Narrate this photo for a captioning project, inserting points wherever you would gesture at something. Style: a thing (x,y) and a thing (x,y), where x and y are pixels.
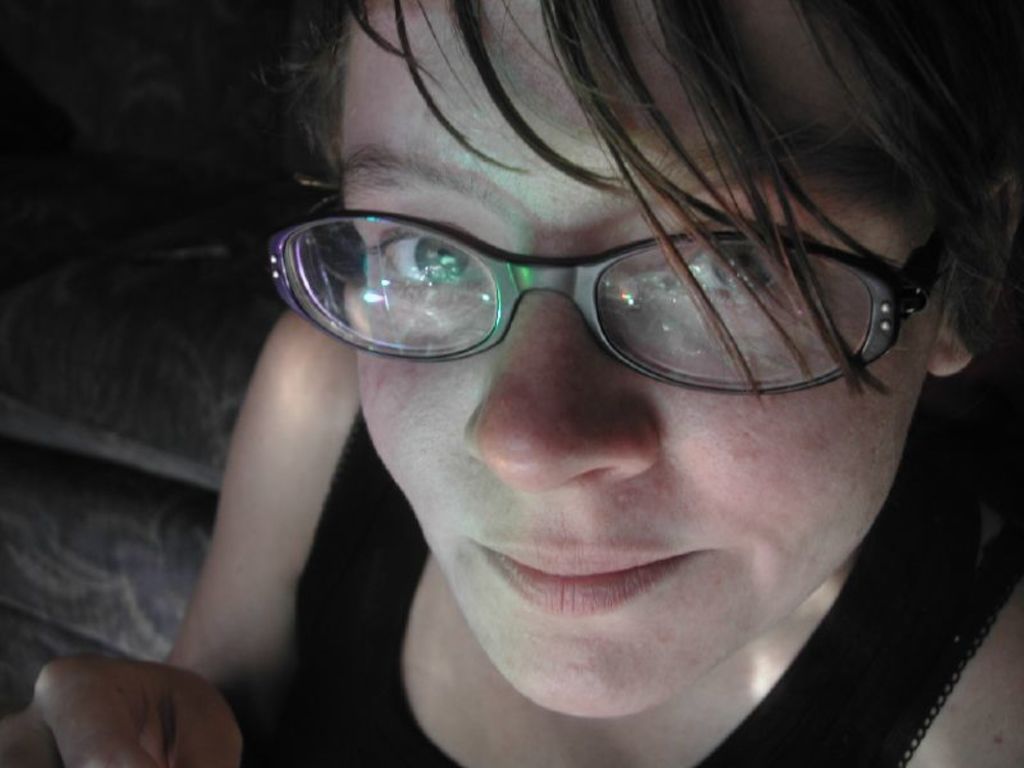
In this image I can see a person (828,660) wearing black dress (390,603) and the person (390,603) is also wearing spectacles (390,287) and I can see dark background (139,41).
